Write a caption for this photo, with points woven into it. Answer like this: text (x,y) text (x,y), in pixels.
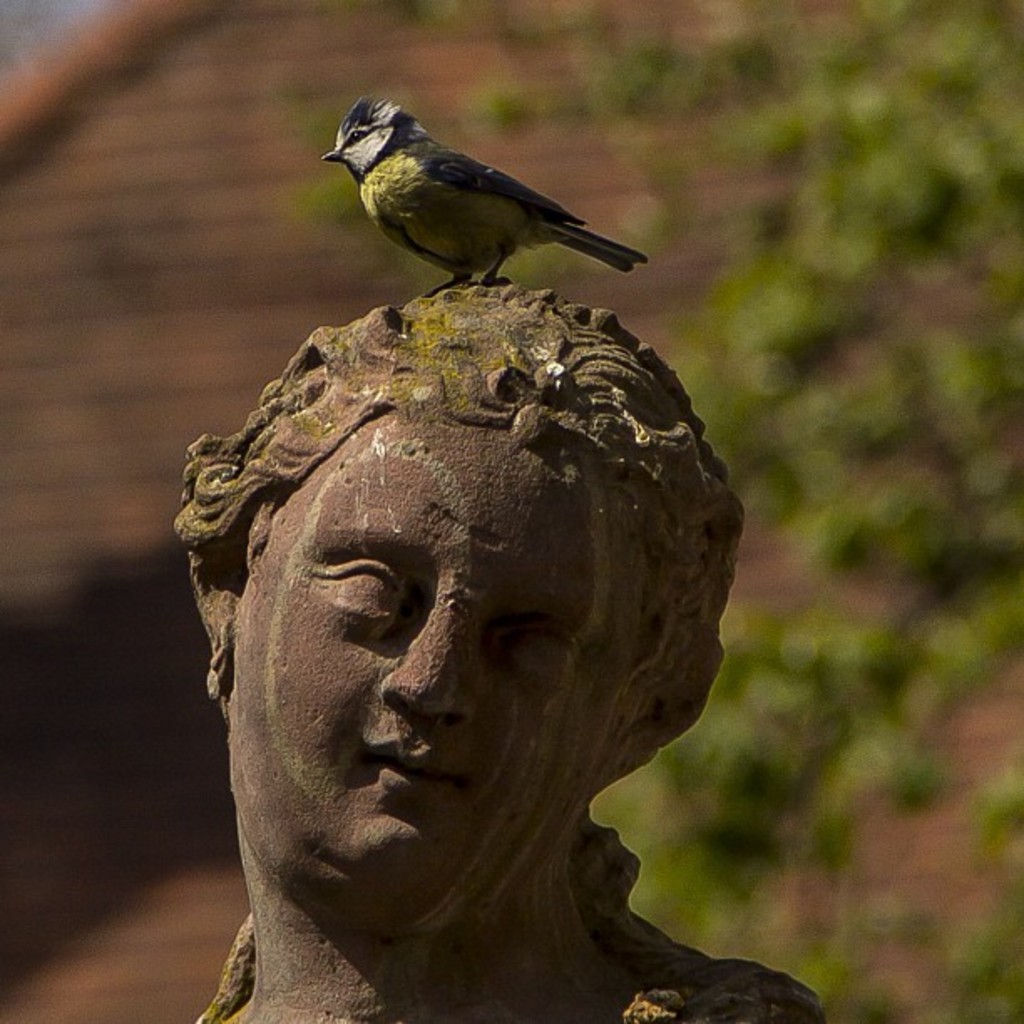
In this image we can see a bird (392,197) on the statue (426,577). The background of the image (896,568) is not clear.
